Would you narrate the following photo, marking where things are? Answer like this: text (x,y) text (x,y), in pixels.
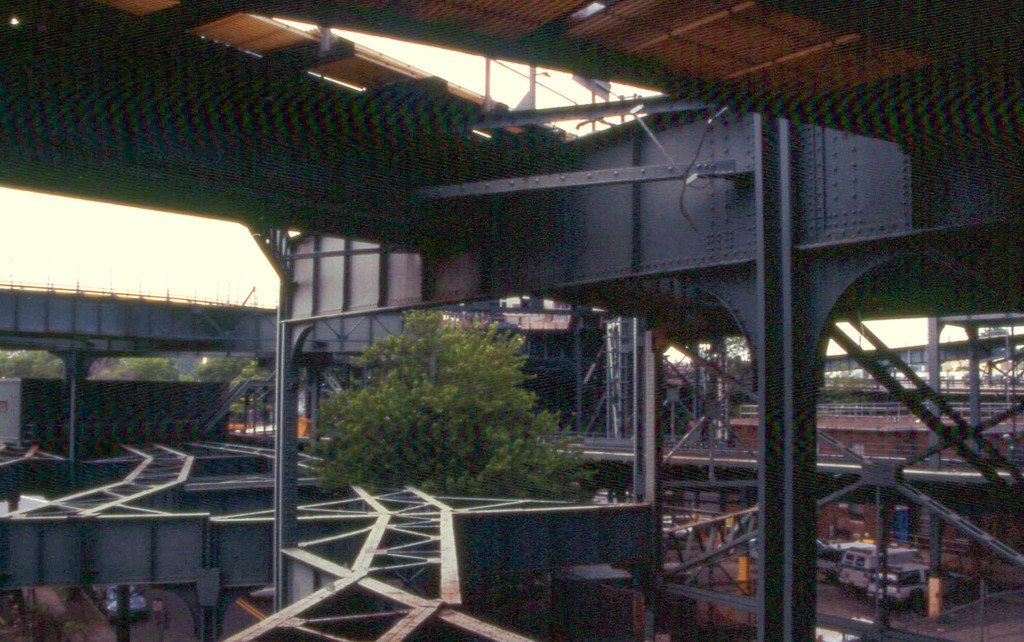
In this image we can see iron bridge (513,538) which is built with iron (582,546) and we can see some trees (402,466), there are some cars (897,557) which are parked.
